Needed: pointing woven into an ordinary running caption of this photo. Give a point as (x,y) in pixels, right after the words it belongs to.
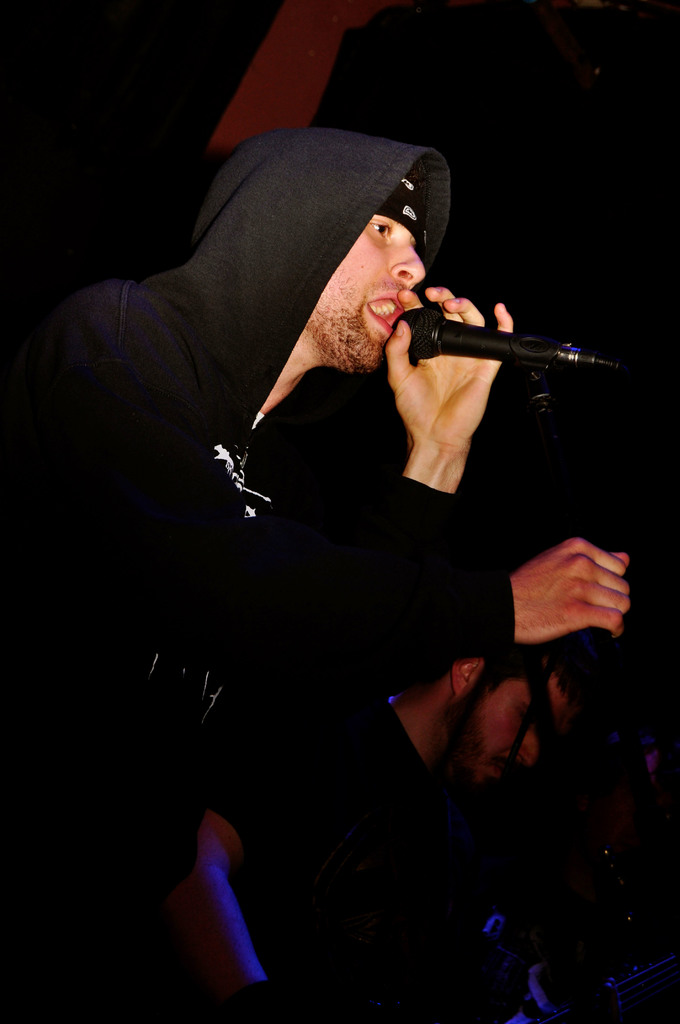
In the image we can see there is a person (410,152) who is standing and holding mic (447,343) in his hand (406,327).
